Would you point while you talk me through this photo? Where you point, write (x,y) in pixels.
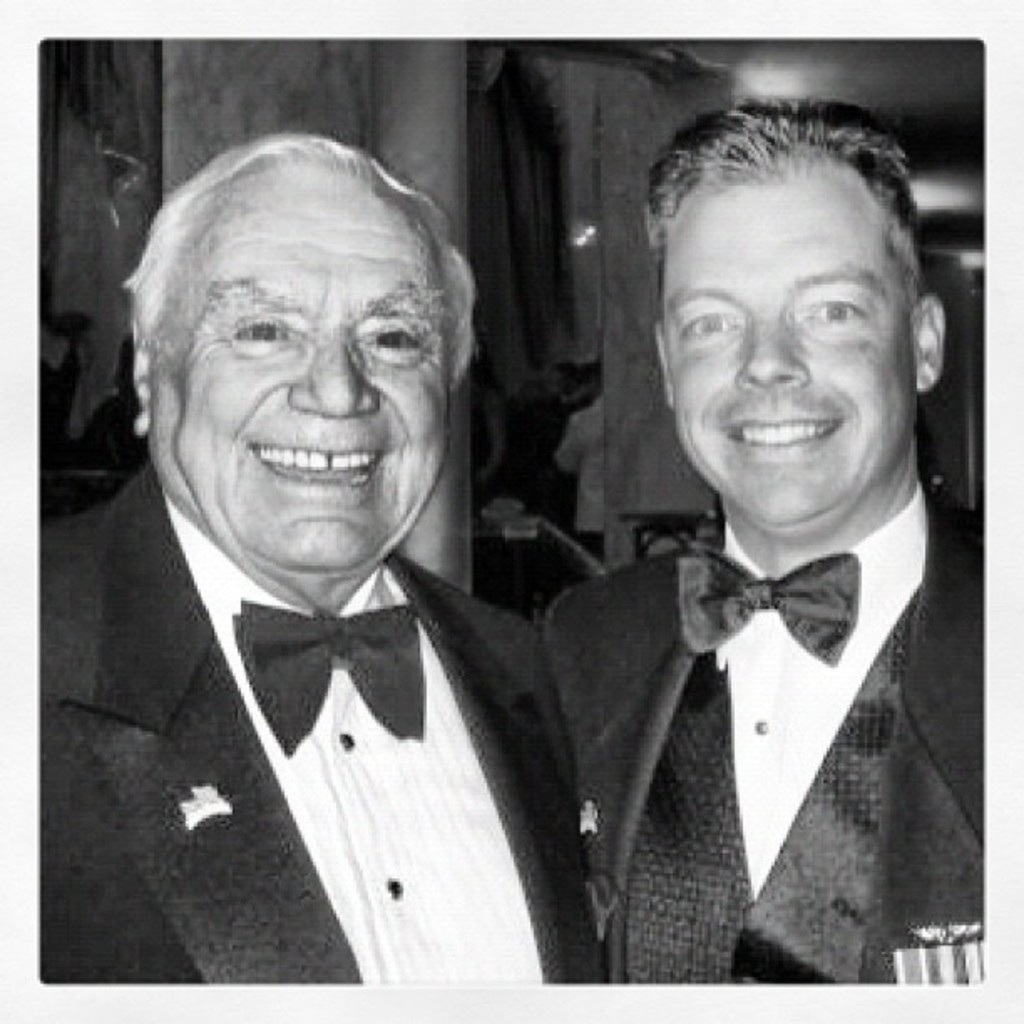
Black and white picture. These two people (841,682) wore suits (223,733) and smiling.
